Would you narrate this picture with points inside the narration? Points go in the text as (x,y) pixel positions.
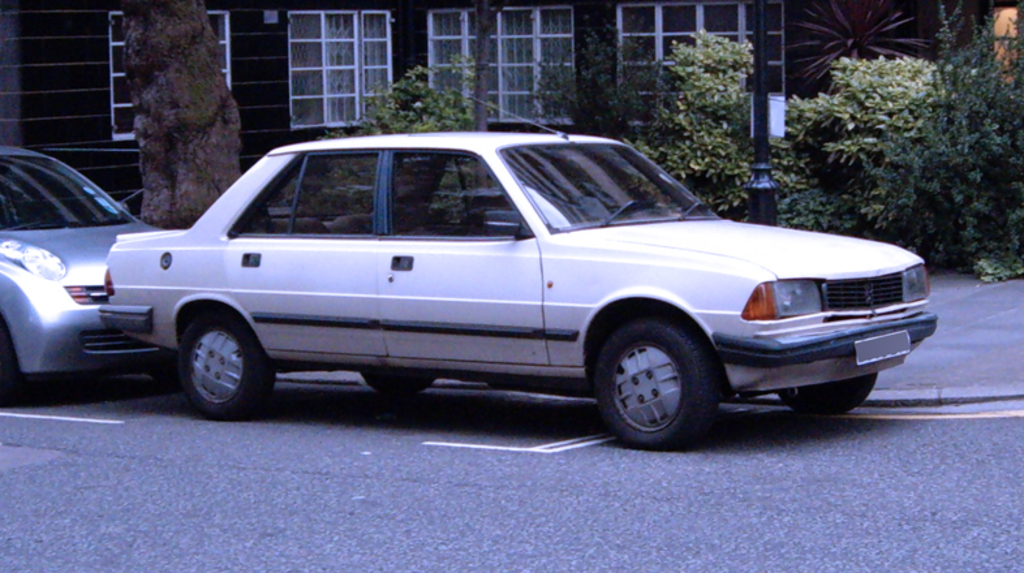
In this picture I can see cars (379,295) on the road (261,457). In the background (403,51) I can see house (396,44) which has windows (440,47). Here I can see a tree (162,93) and plants (564,86).
